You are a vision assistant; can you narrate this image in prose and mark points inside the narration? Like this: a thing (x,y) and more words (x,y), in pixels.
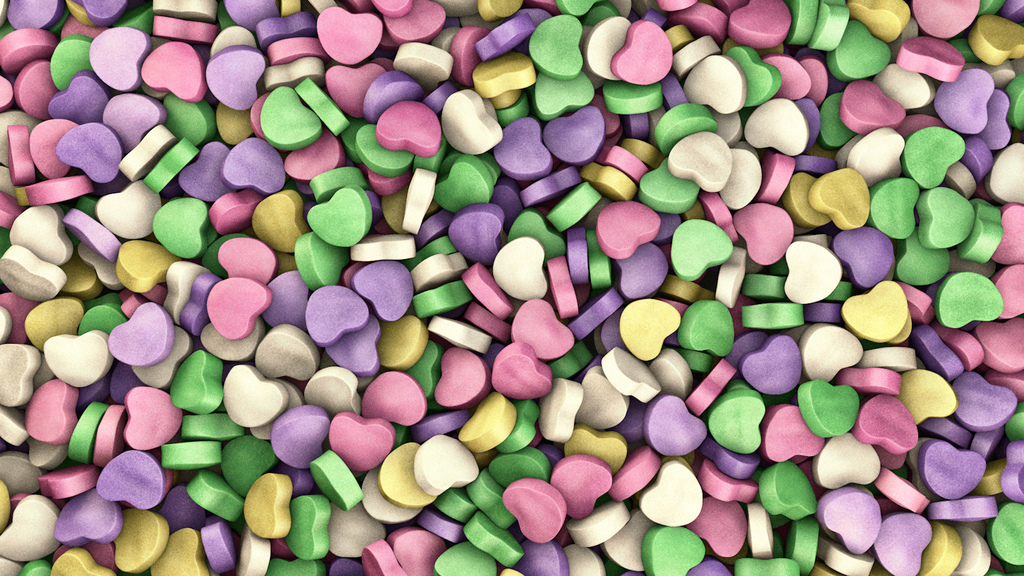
In this picture we can see many heart shaped colorful objects (123,274) throughout the image.
